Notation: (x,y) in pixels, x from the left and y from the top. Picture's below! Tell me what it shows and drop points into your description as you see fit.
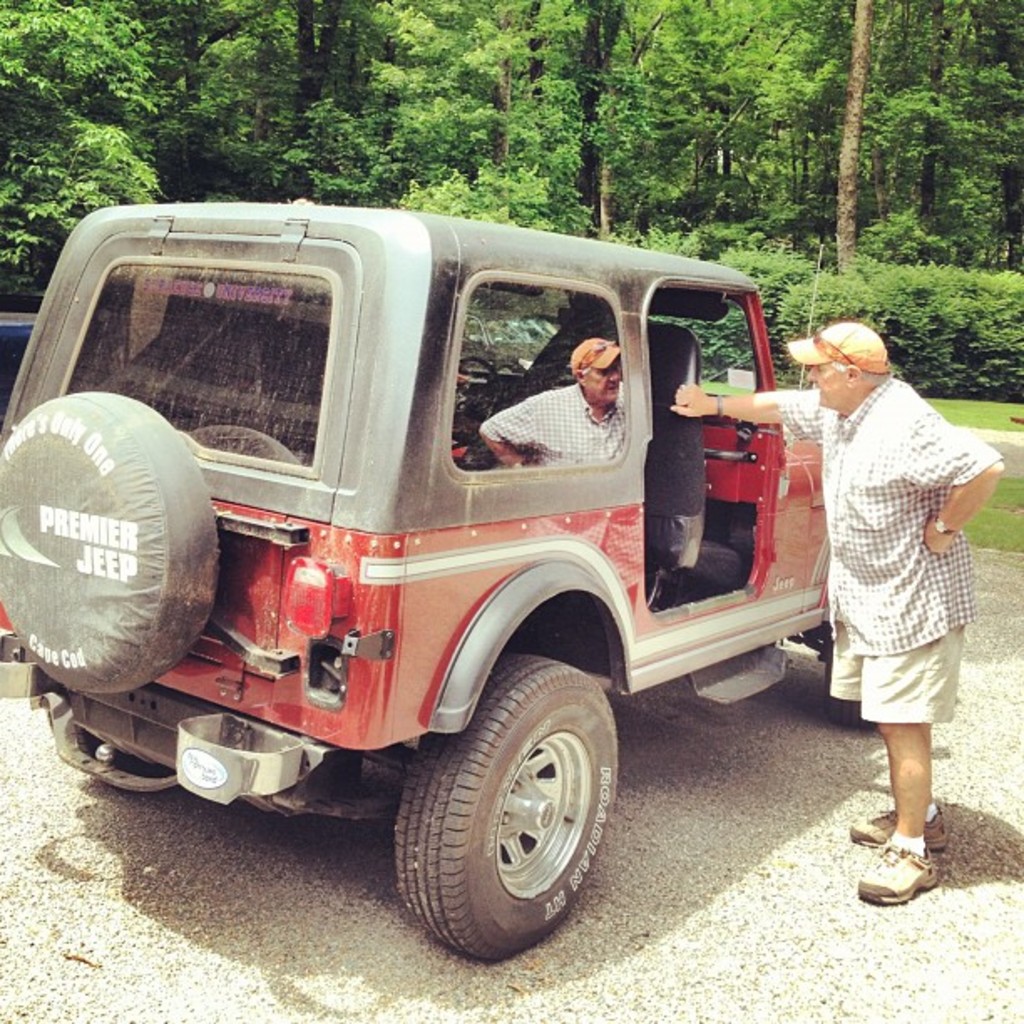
In the picture I can see a jeep vehicle (231,442) in the middle of the picture (665,662) and there is a man (856,326) standing on the side of the jeep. In the background (693,207), I can see the plants (828,301) and trees (915,122).
